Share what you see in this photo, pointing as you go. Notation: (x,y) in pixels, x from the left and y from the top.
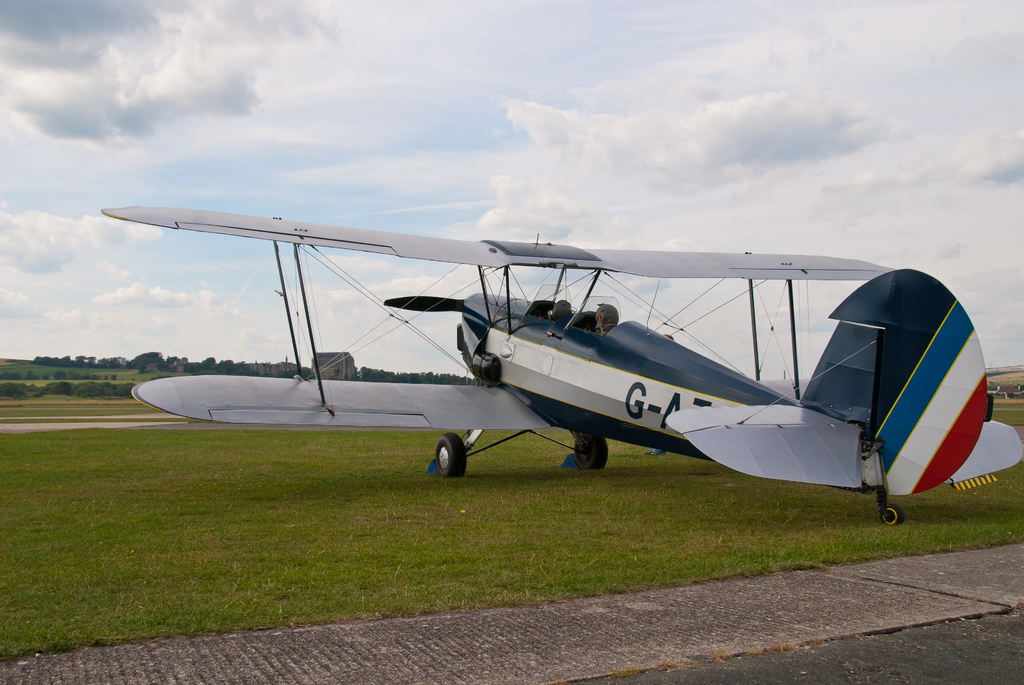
In this image I can see an aeroplane (511,330) which is in white, blue and red color. I can see few wheels (464,459). Back I can see trees (62,366). The sky (418,85) is in white and blue color.
